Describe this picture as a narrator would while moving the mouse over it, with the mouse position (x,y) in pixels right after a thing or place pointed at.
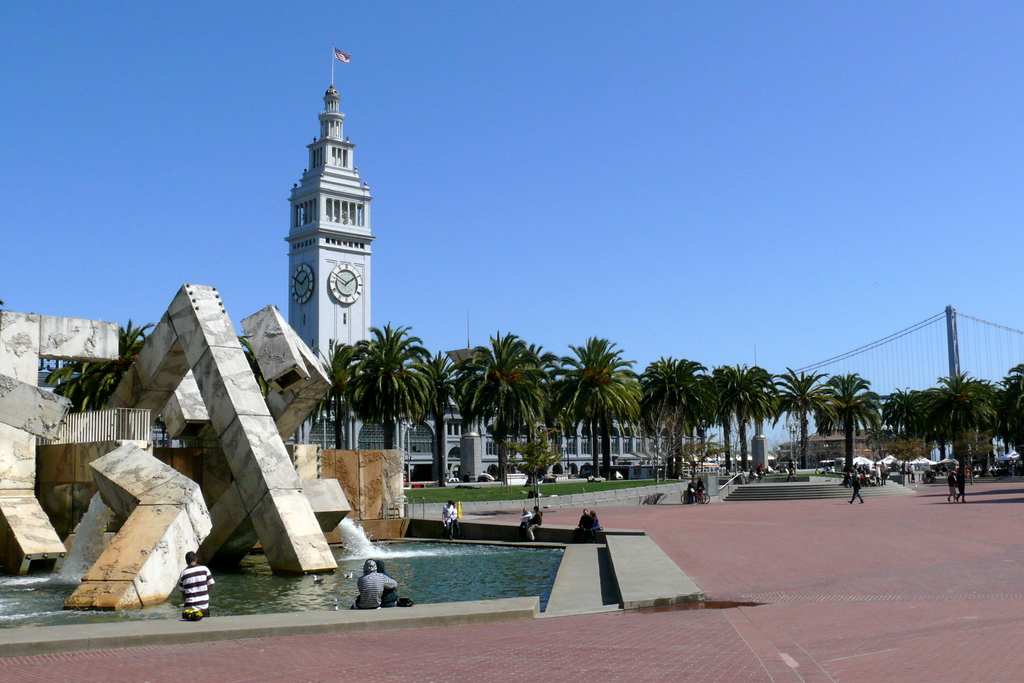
In this image we can see a group of people (583,531), some persons (374,603) are sitting on the floor (612,523). To the left side of the image (250,392) we can see some blocks (125,487) placed in water (306,593), fountain (343,516) and a railing (102,420). In the center of the image (488,430) we can see a group of trees (723,444), staircase (770,493). In the background (953,345), we can see a bridge (910,362) with cables (971,339), building (405,445), a tower (343,248) with a flag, clocks (342,273) and the sky (725,189).
